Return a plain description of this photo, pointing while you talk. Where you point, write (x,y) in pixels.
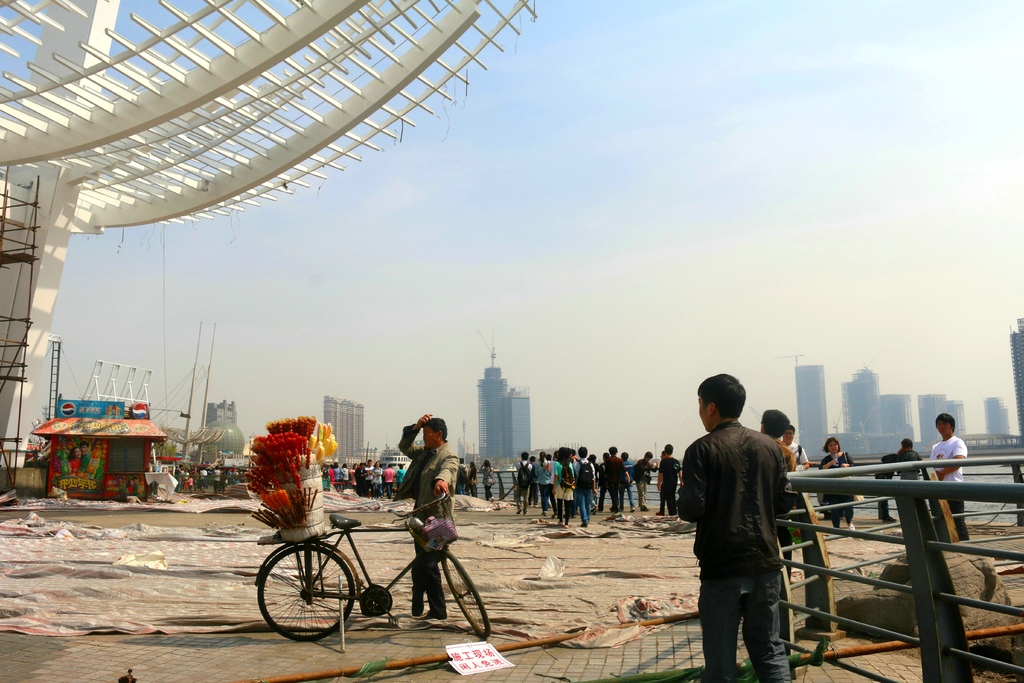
In the image there are many people (440,422) standing on the land (59,644) in front of fence (933,578), on the left side (47,278) it seems to be a bridge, in the back (339,436) there are buildings (494,396) in front of sea (988,472) and above its sky (676,111).
